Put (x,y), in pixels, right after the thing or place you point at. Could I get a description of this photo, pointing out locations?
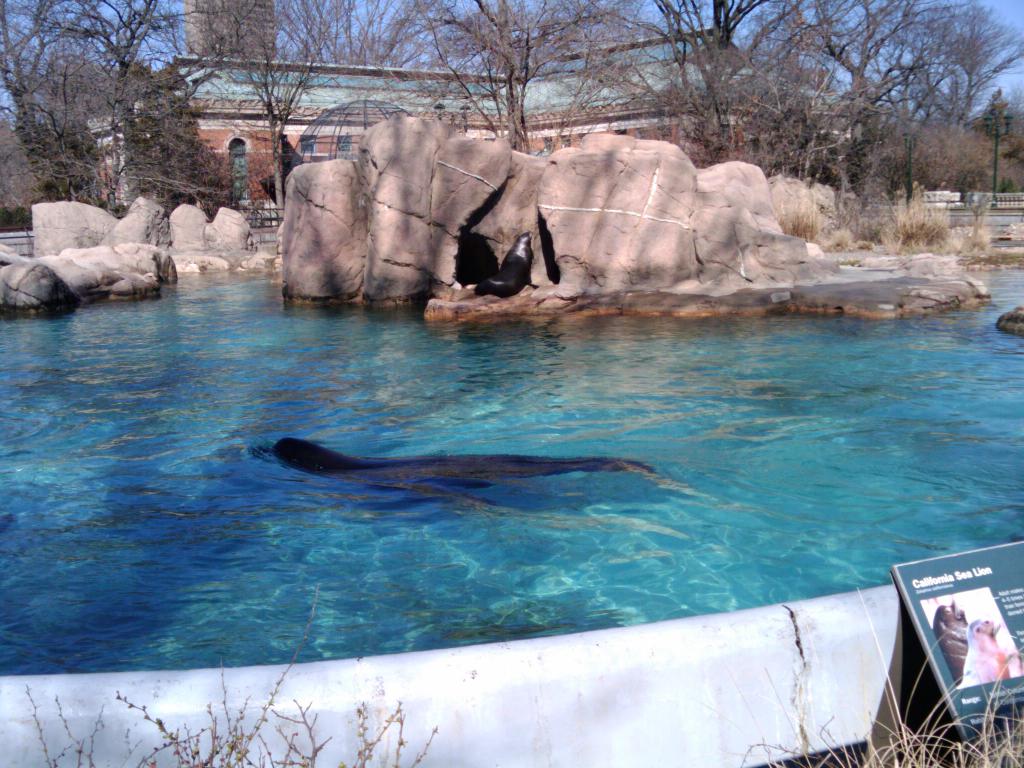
In this water (614,416) seals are swimming, there are trees (857,141) at here and here it looks like a house (231,122). In the right side (905,572) there is an image of these seals (999,664).
